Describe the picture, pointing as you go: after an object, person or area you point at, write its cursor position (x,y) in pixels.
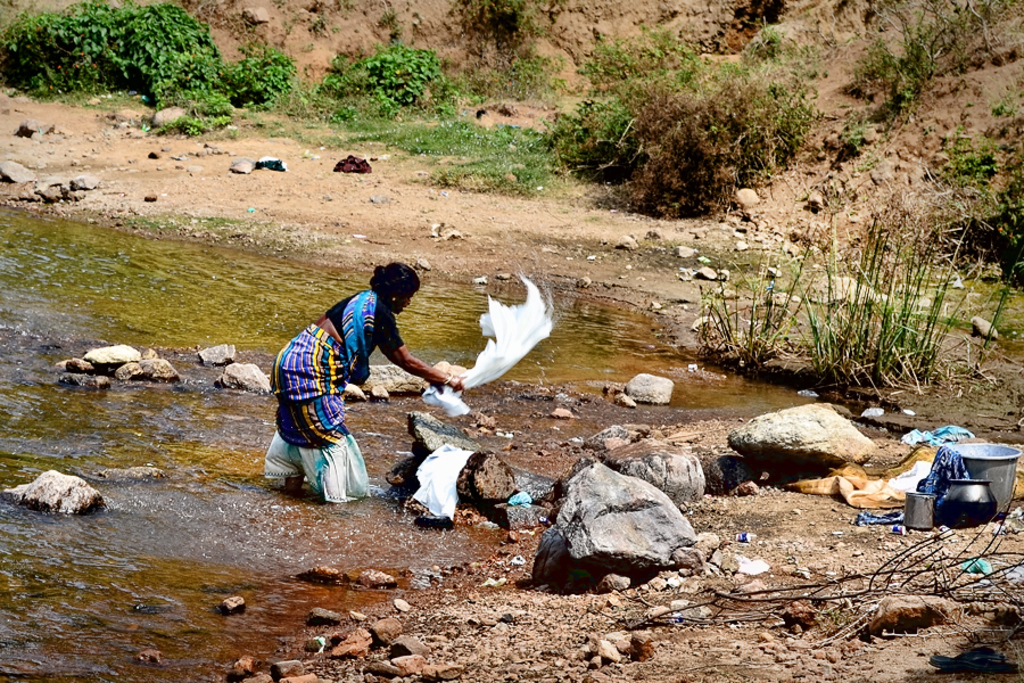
In this image I can see a woman (447,377) is washing clothes (465,452) on a rock (547,481). In the background (524,226), I can see water (11,320), stones (639,545), mountains (859,1), grass (436,179), creepers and sand (292,154). In the bottom right (976,460), I can see a bucket (998,484) and some clothes (930,430). This image is taken may be during a day.
